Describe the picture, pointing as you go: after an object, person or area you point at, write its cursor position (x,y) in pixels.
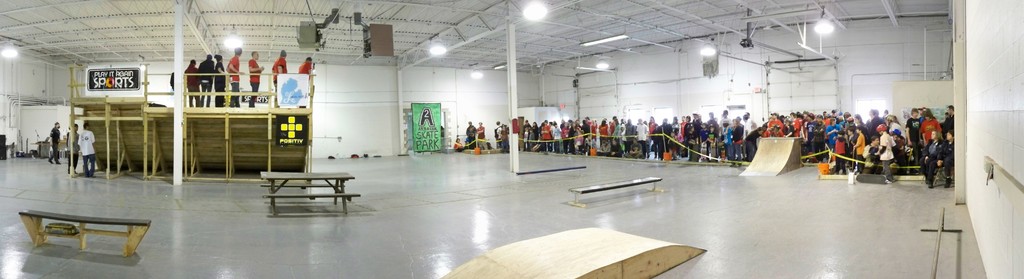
On the left side of the image (266,169) we can see benches (119,219) and ramp (167,131). There are people (215,89) standing on the ramp (202,113). In the center (439,119) there is a board (421,149). On the right (792,164) there is a ramp (758,163) and we can see crowd (908,127). At the top (533,20) there are lights (821,26). In the background (459,113) there is a wall (501,81).
